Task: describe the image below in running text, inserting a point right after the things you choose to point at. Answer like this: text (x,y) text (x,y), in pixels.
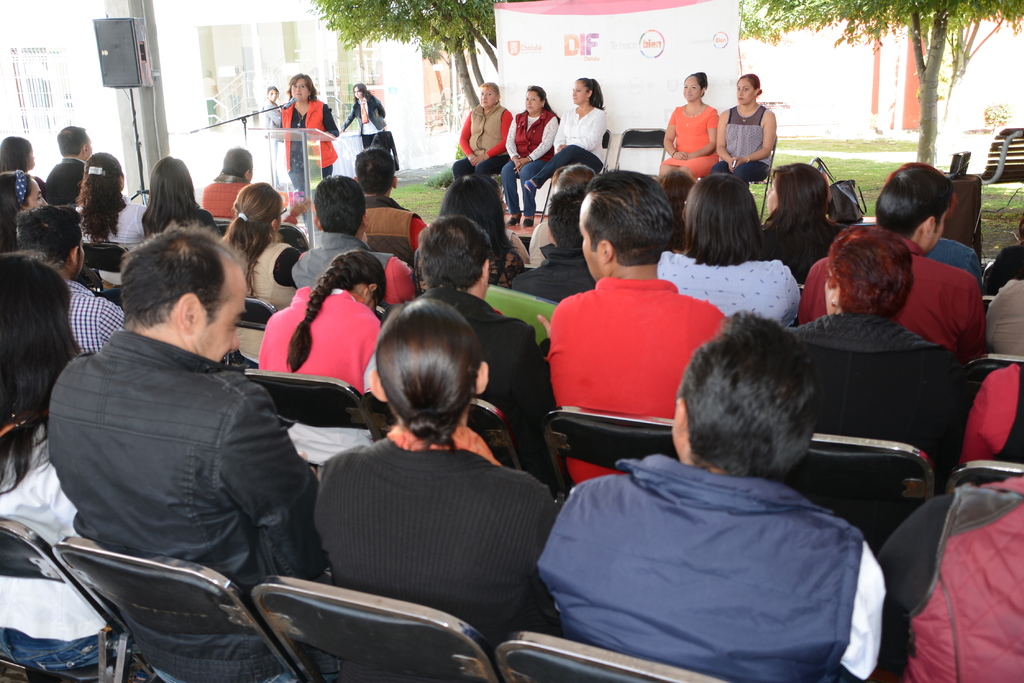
It is a meeting and lot of people (25,285) sitting on the chairs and in front of them there are group of people (578,124) sitting on other chairs (660,132) and in between them there is a woman (302,111) standing in front of a table (308,134) and speaking something and in the background (537,43) there is a banner (559,8) and behind the banner (549,19) there are two trees (860,14) and a building (28,106).
